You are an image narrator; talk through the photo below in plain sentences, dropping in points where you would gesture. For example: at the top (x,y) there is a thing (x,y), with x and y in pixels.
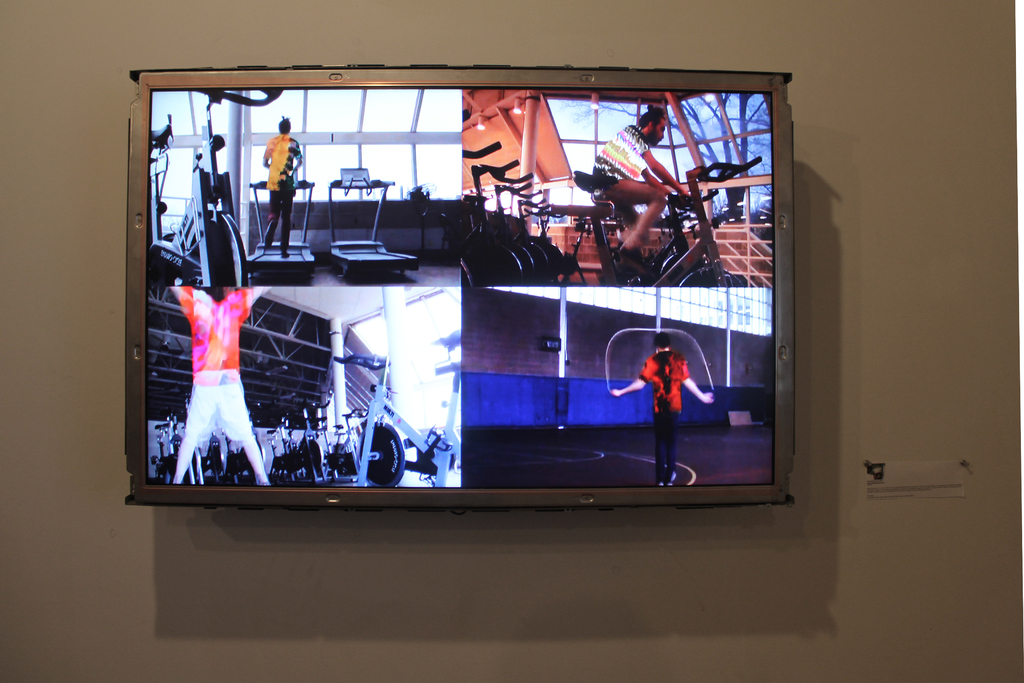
In this image we can see a television (479,487) on the wall (566,601). On the screen (362,163) of the television (541,190), we can see people (208,418) are doing exercise.
